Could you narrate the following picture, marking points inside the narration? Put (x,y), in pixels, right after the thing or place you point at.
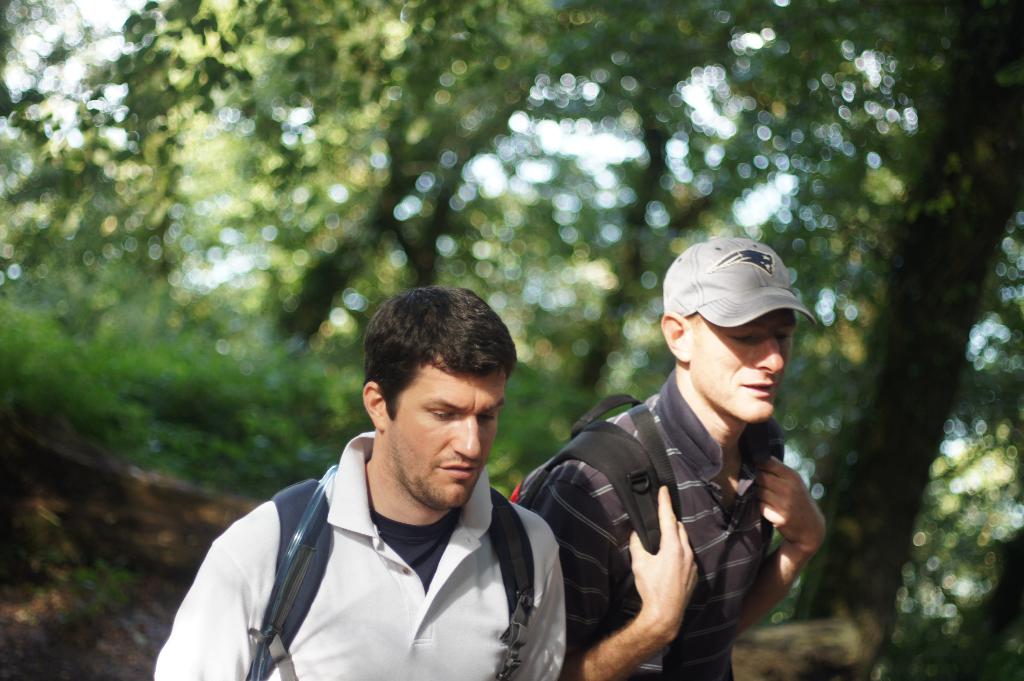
In this image there are two persons (438,521) with backpacks (523,610), and in the background (398,282) there are trees (642,215).
